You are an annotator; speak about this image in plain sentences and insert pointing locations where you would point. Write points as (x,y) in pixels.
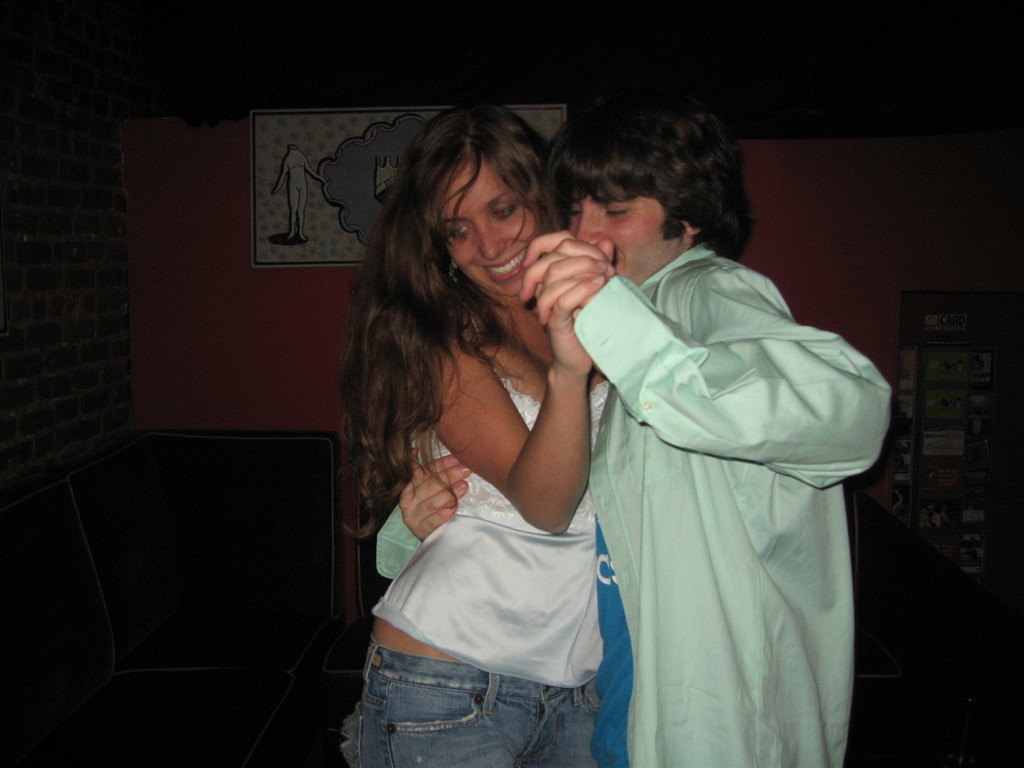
In this image, there is an inside view of a room (609,54). There are two persons (654,428) in the middle of the image (512,437) wearing clothes (532,420) and dancing on the floor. There is a banner (338,187) at the top of the image (333,196).
